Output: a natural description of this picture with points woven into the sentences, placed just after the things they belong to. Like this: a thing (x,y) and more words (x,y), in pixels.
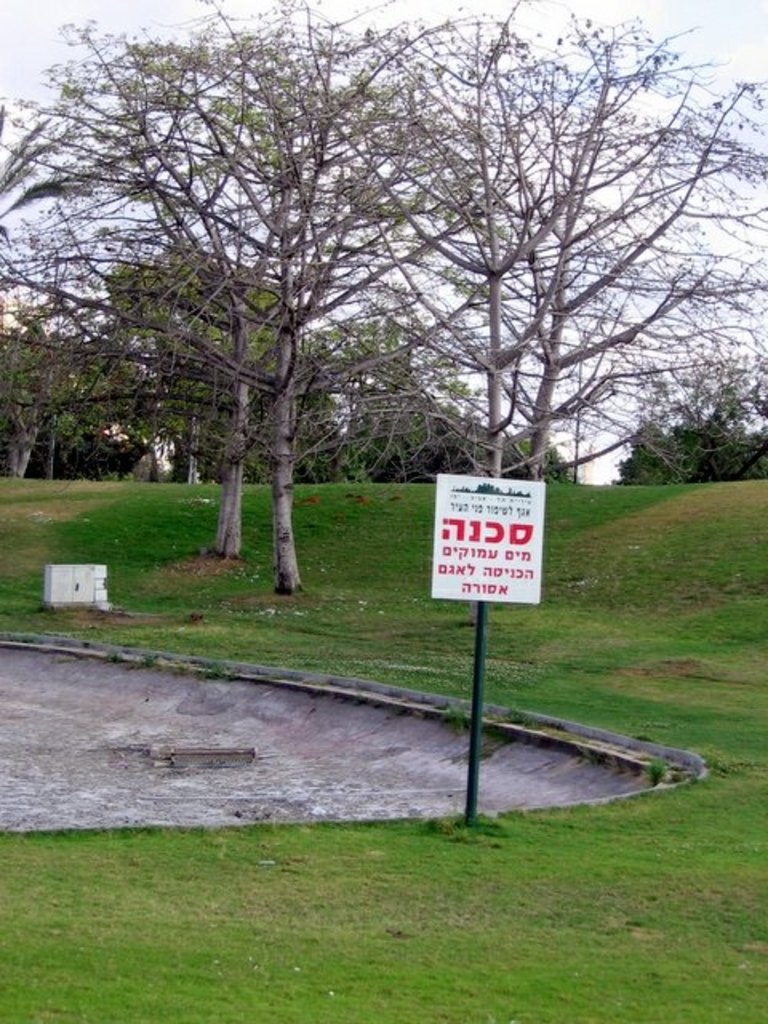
In this image we can see a pole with a board (457,551), a small wall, few trees (193,337) and few clouds (421,278).
